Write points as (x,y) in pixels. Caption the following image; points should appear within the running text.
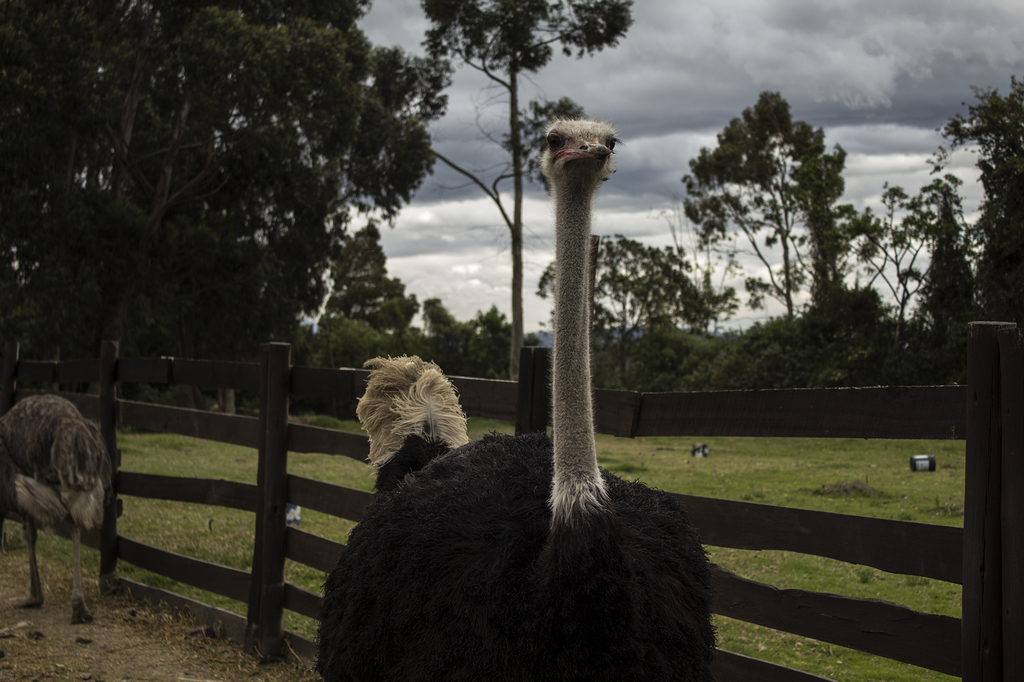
In the center of the image (583,243) there is an ostrich (580,565). On the left side of the image (144,245) we can see a tree (40,354) and ostrich (88,499). In the background (688,500) there is a wooden fencing (826,532), grass (789,470), trees (712,337), sky (724,248) and clouds (671,131).
